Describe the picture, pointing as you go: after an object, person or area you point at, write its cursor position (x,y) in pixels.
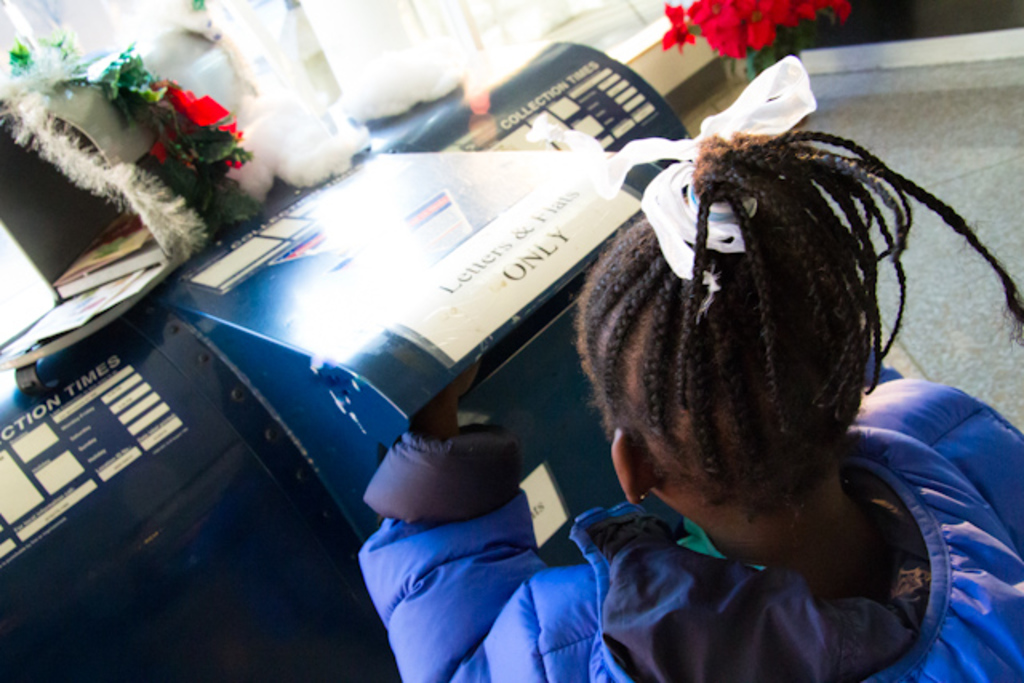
In this image there is a person (669,505) who is wearing the blue jacket (560,590) is standing near the post box (411,282). On top of it there is a small house (94,127) in which there are books (106,256). On the house (69,230) there are decorative items (176,123). On the right side (691,17) top there are flowers (763,11). In the background (347,39) there is a white curtain (360,37).
